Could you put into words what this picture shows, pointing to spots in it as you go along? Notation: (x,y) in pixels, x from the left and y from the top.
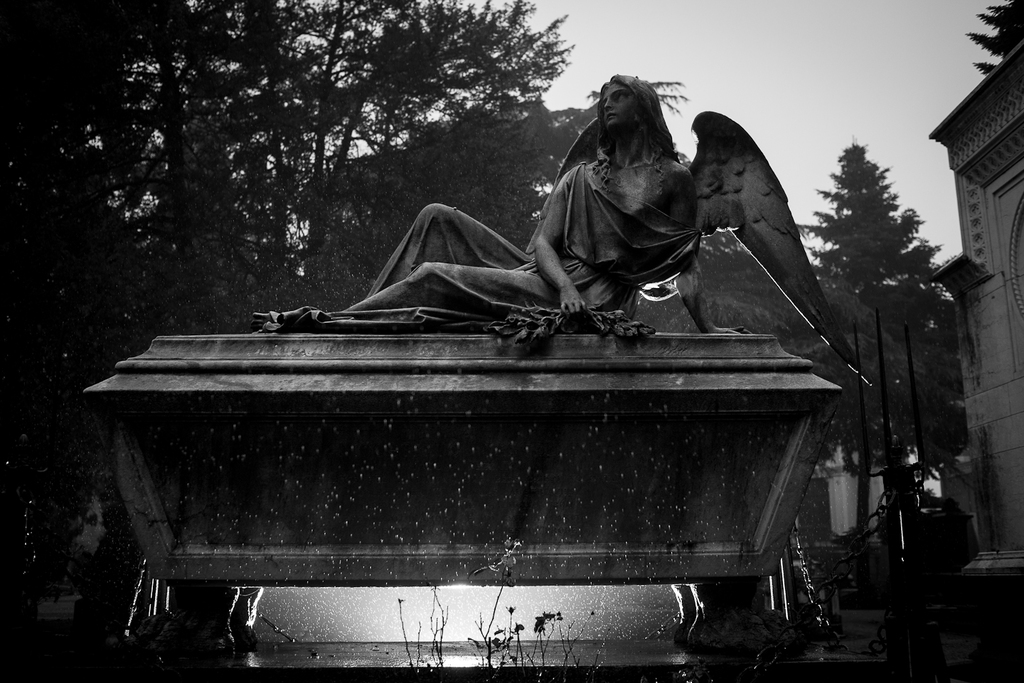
This is a black and white picture. This picture is mainly highlighted with a statue (382,320) of a women (662,128). On the background (805,53) we can see sky (753,36) and the trees (679,95). On the right side of the picture (997,348) partial part of the building (1009,301) is visible.
